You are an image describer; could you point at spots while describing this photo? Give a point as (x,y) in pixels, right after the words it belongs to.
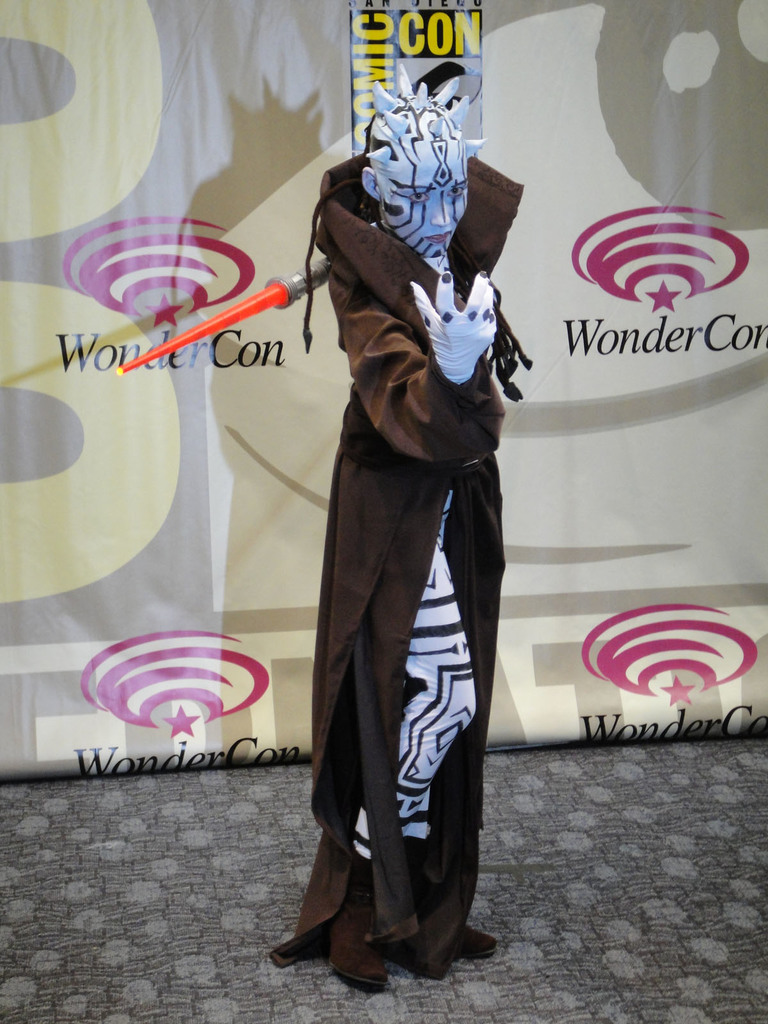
In this image we can see a person (397,315) with a costume (393,473). Near to the person (435,336) there is an object (226,323). In the back (225,224) there is a banner (549,498) with text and logos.
